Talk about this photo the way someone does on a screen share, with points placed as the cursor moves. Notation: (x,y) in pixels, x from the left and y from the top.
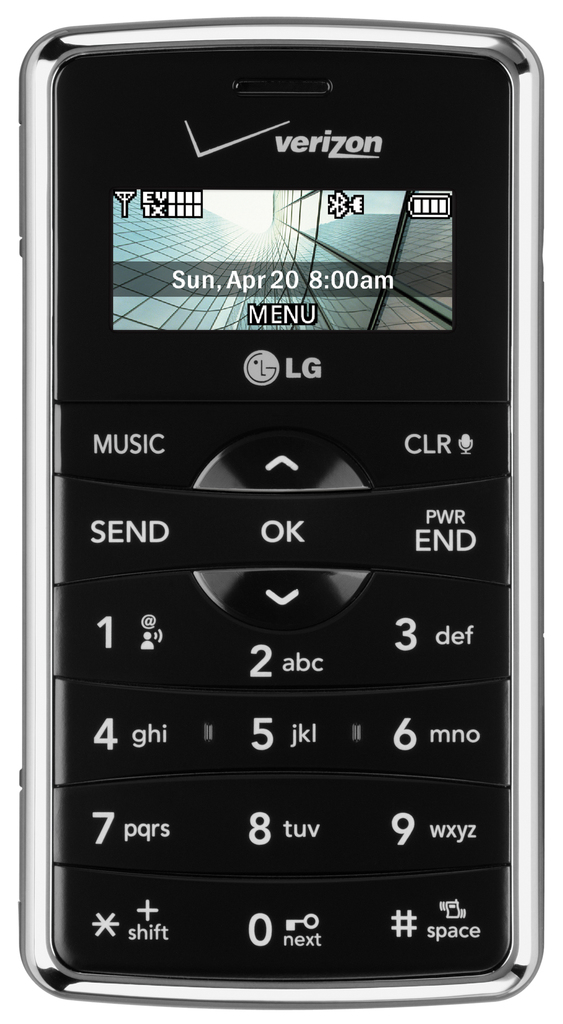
In the image there is a picture of a mobile phone (308,351) of LG company.
